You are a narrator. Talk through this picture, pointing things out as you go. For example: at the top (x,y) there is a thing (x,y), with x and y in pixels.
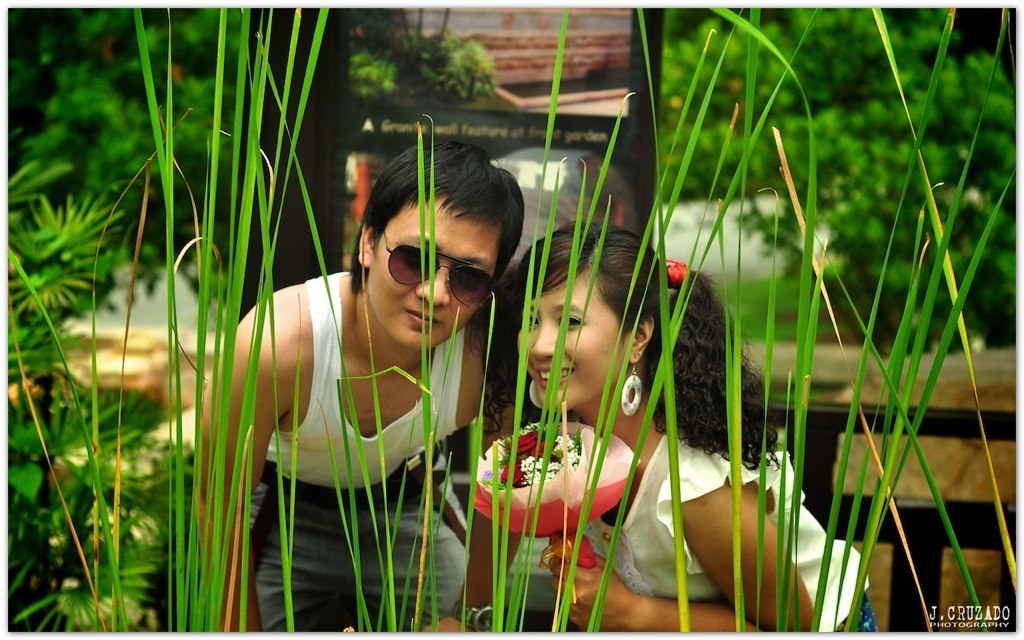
In this image there is a couple (576,393) standing, the woman (777,514) with a smile on her face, in front of them there are grass (287,564) and plants (66,279), behind them there is a wooden structure (821,493) and trees (962,71).
